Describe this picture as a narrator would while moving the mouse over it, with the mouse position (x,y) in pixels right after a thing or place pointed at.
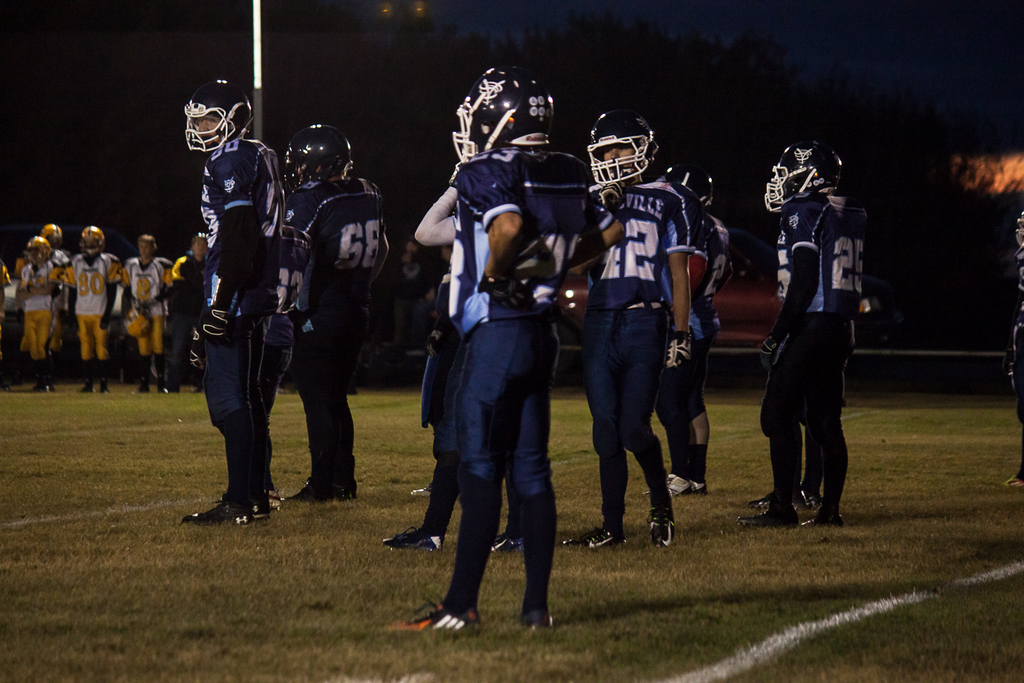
Background (87,48) portion of the picture is blurry. We can see trees (593,36), vehicle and the sky (832,38). In this picture we can see people (783,272) wearing helmets (616,181). On the left side of the picture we can see a man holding a helmet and standing.
